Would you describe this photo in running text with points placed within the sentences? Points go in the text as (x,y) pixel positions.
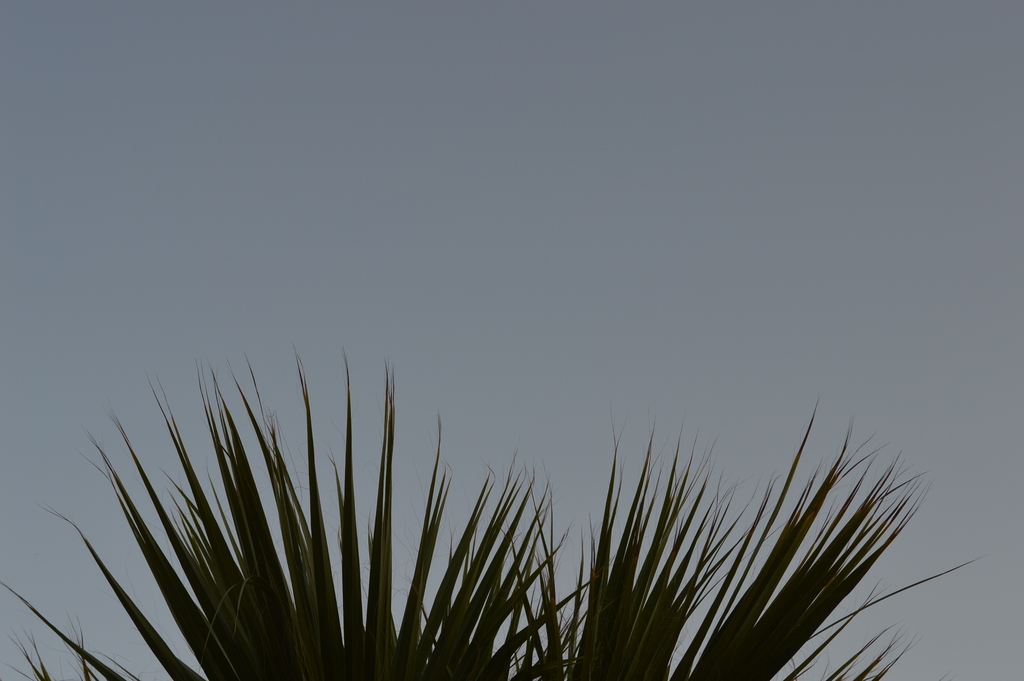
In the image we can see tree leaves (386,532) and a sky (475,248).
